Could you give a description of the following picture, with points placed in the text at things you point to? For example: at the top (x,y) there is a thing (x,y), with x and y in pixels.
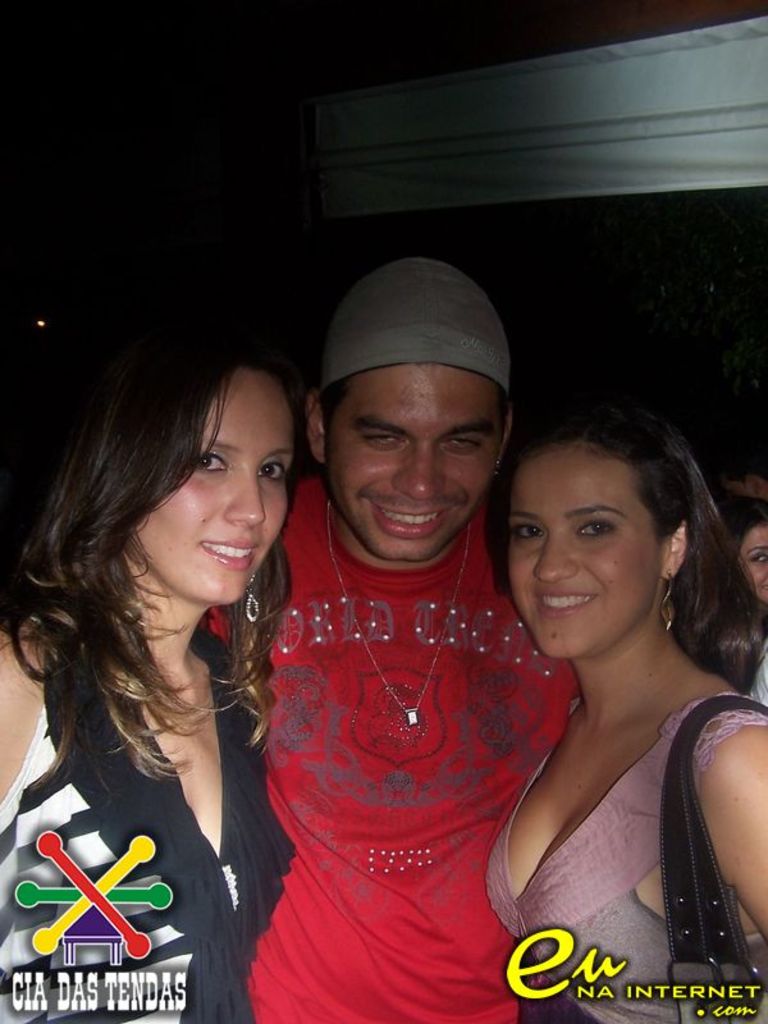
In this image a man (360,639) wearing red t-shirt (419,760) and cap (394,336) is standing in the middle of the image (296,674). Beside him there are two girls (631,812). They all are smiling. In the background (745,546) there are few other people (745,496). The background (203,139) is dark.
